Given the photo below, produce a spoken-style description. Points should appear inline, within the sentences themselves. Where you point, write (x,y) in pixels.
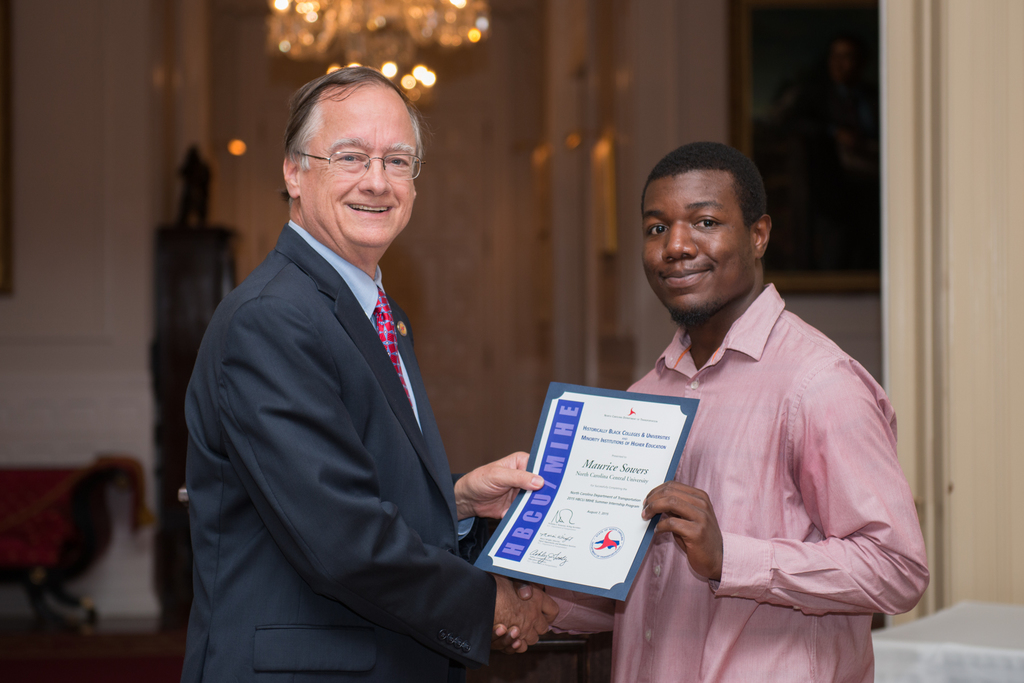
In this image I can see a person (354,388) wearing shirt (369,294) and blazer (326,442) and another person (758,531) wearing pink colored dress (781,518) are standing and holding a paper (605,523) in hands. In the background (107,277) I can see the wall (92,304), the door (453,294), a photo frame (794,49) attached to the wall (107,277), the chandelier (465,1) and few other objects (23,517).
